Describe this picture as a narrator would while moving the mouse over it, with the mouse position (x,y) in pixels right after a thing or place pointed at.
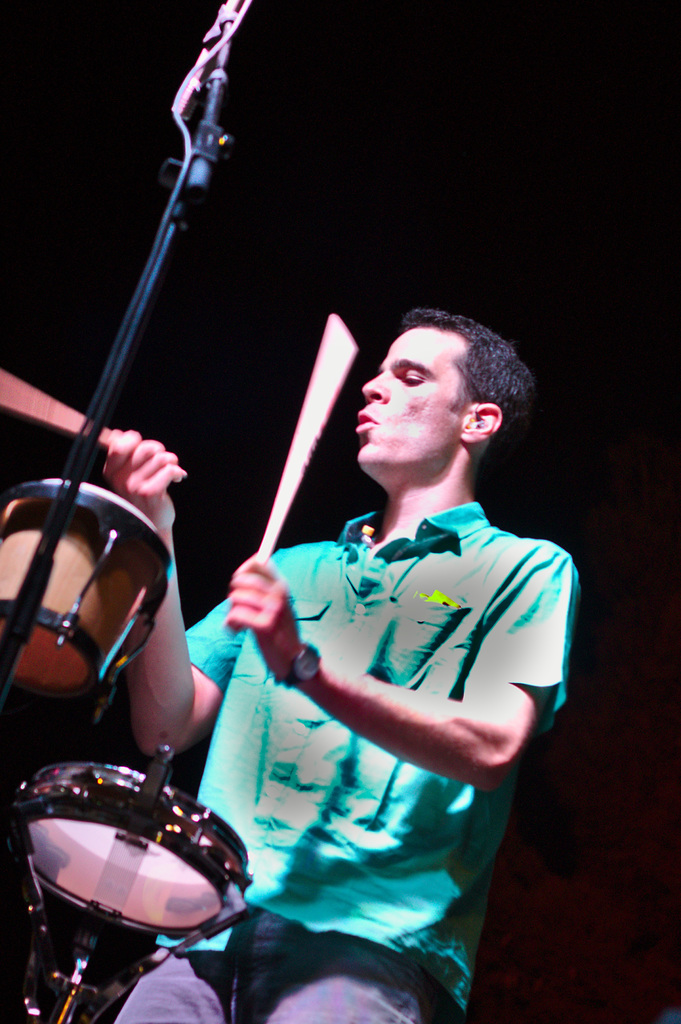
In the center of the image (421,510) we can see one person (449,842) is standing and he is holding some objects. In front of him, we can see one stand (173,222) and a few musical instruments (116,591). And we can see the dark background (662,334).
